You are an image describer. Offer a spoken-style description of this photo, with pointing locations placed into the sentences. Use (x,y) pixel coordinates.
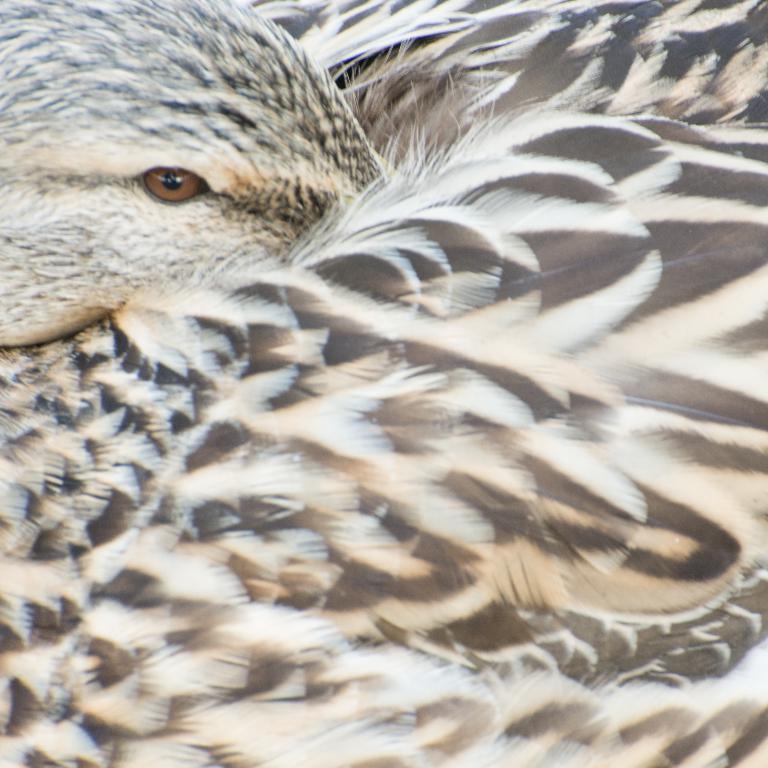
In this image we can see there is a bird (27,28).
